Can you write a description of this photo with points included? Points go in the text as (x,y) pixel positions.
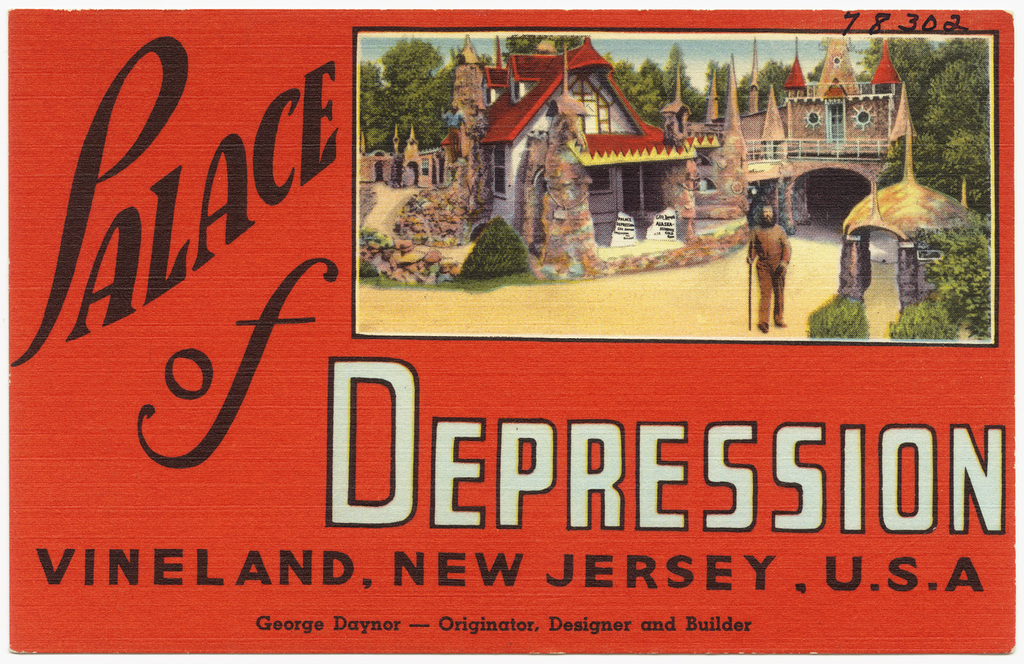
This is a poster (512,599). In this poster (483,223) we can see an image of a person (773,270), houses (835,135), trees (403,96) and plants (934,300).
